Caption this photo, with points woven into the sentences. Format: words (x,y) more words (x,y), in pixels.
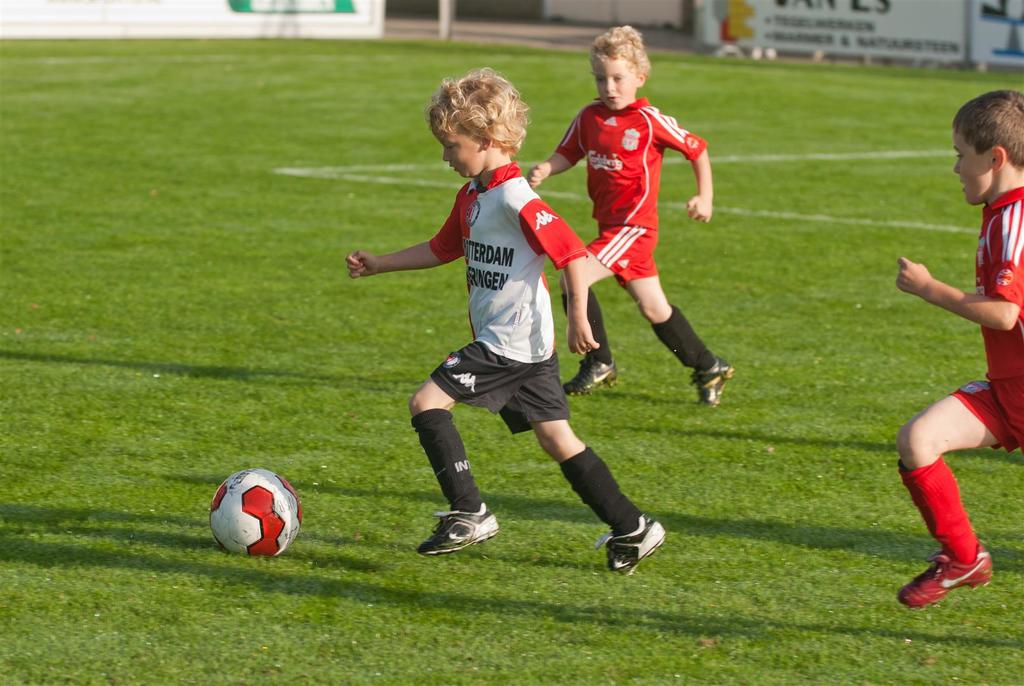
In this image we can see three children (472,183) running on the ground (317,266). In the background (883,8) we can see advertisement (770,36) and ball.
